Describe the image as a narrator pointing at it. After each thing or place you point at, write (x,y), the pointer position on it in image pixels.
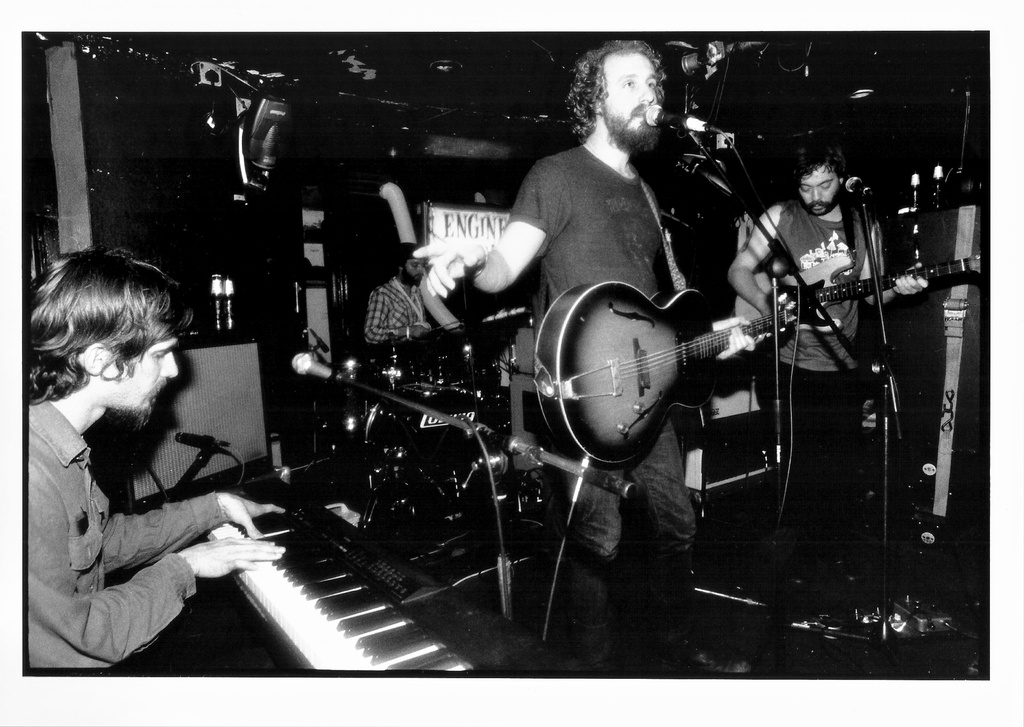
In this image there are four people (50,461), two persons (598,159) are standing and playing guitar (705,378), one is sitting and playing drums (351,367), and other person (87,566) is sitting and playing music keyboard (322,572). There are microphones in the image.
